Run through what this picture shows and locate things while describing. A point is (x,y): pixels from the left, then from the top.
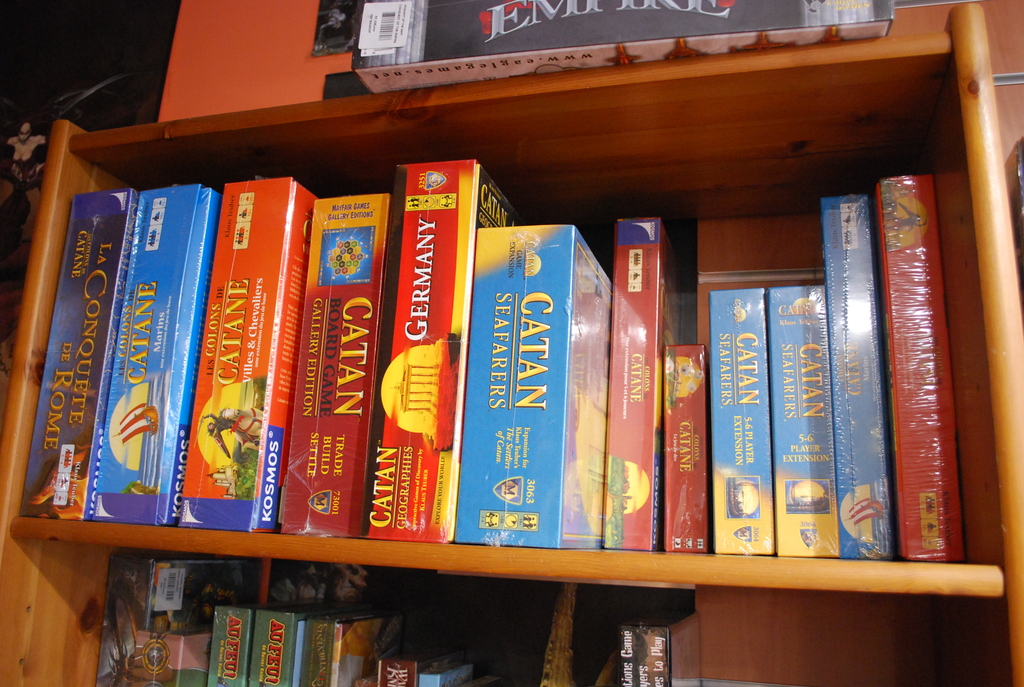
In this image I can see a book rack (726,203) which is in brown color. I can see few board game boxes (531,420) in it.
